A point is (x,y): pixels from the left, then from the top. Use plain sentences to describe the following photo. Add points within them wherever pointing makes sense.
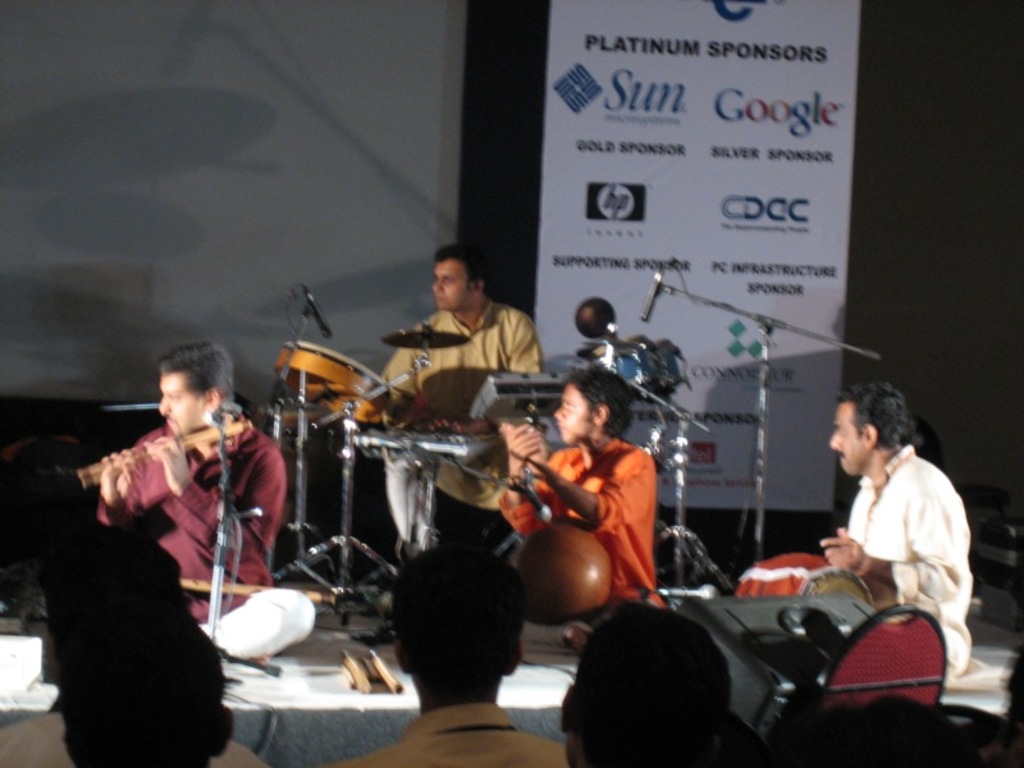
There are group of men (504,361) sitting on the stage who are playing different musical instruments (573,543). In the background (638,277), there is a list of sponsors (640,193) for the concert. In the down, there are some audience (411,649) who are watching them.
